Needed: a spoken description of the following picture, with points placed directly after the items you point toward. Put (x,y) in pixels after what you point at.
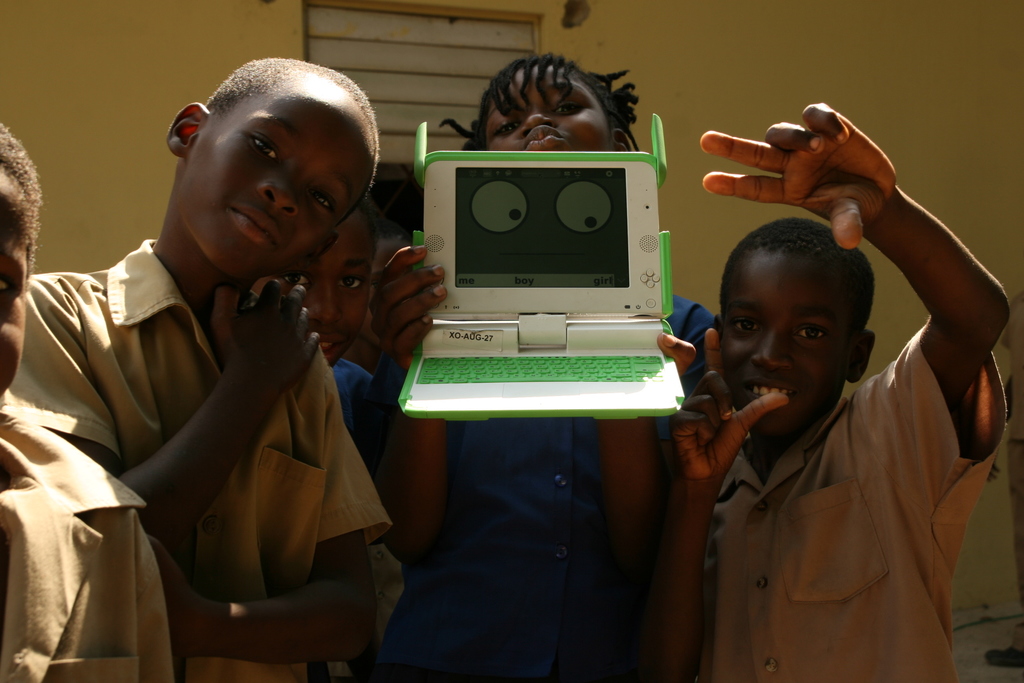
In this image we can see some group of kids (409,501) who are wearing brown and blue color dress (409,601) respectively, holding an object (497,331) which is in white and green color and in the background of the image (47,142) there is a wall (681,138).
